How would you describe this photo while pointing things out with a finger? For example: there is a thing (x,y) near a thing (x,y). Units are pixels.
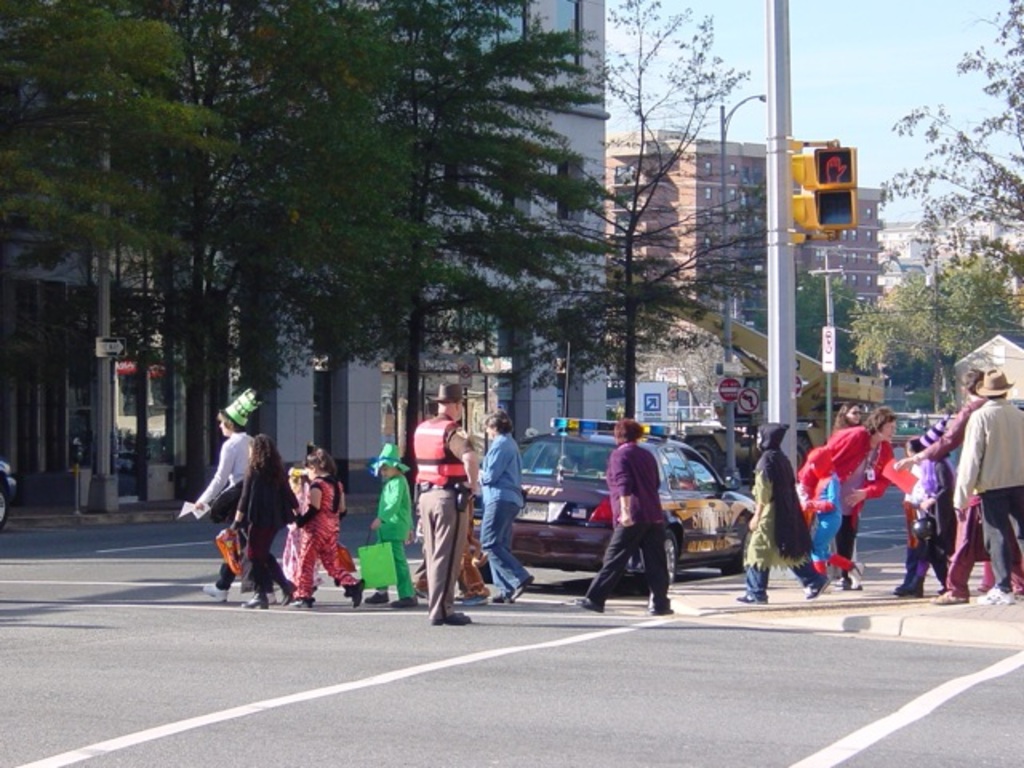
This is an outside view. Here I can see many people (504,555) are walking on the road (421,611). At the back of these people (613,483) there is a car (557,470). On the right side (780,379), I can see a traffic signal pole (790,298) on the footpath (793,598). In the background (604,284) there are many trees (652,288) and buildings (685,175). At the top of the image (865,49) I can see the sky (862,62).
